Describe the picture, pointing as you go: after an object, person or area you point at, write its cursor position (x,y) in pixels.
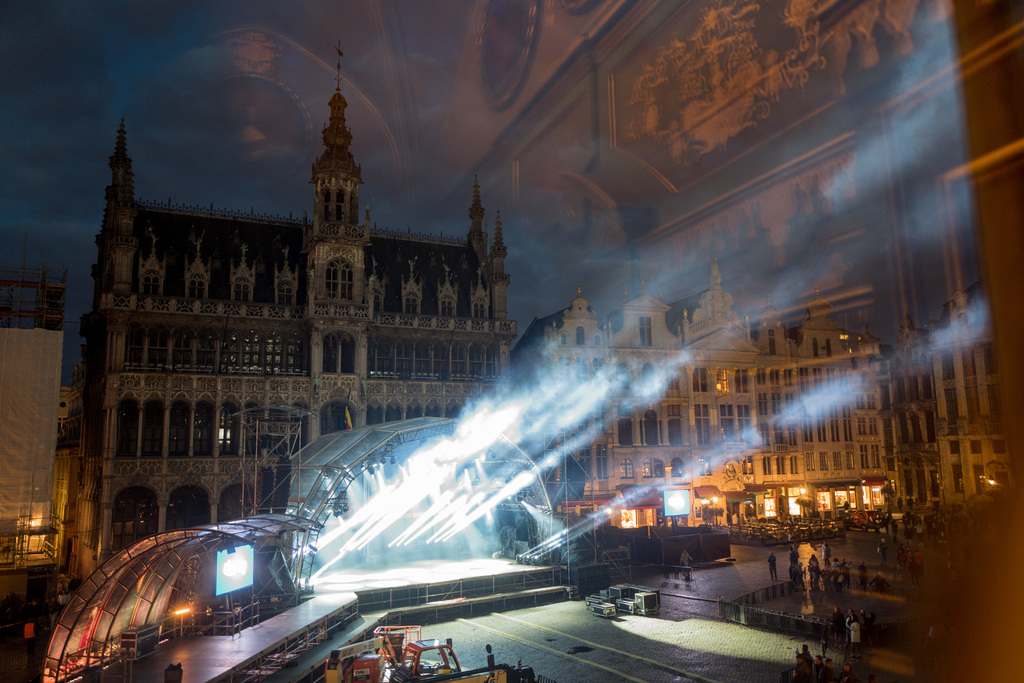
This looks like an edited image. These are the show lights (364,539). I can see the buildings (282,345) with windows (328,344). I can see a group of people (799,568) standing. This looks like a projector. I think this is a stage (378,567). I can see the reflection (710,128) of the wall (782,154).
